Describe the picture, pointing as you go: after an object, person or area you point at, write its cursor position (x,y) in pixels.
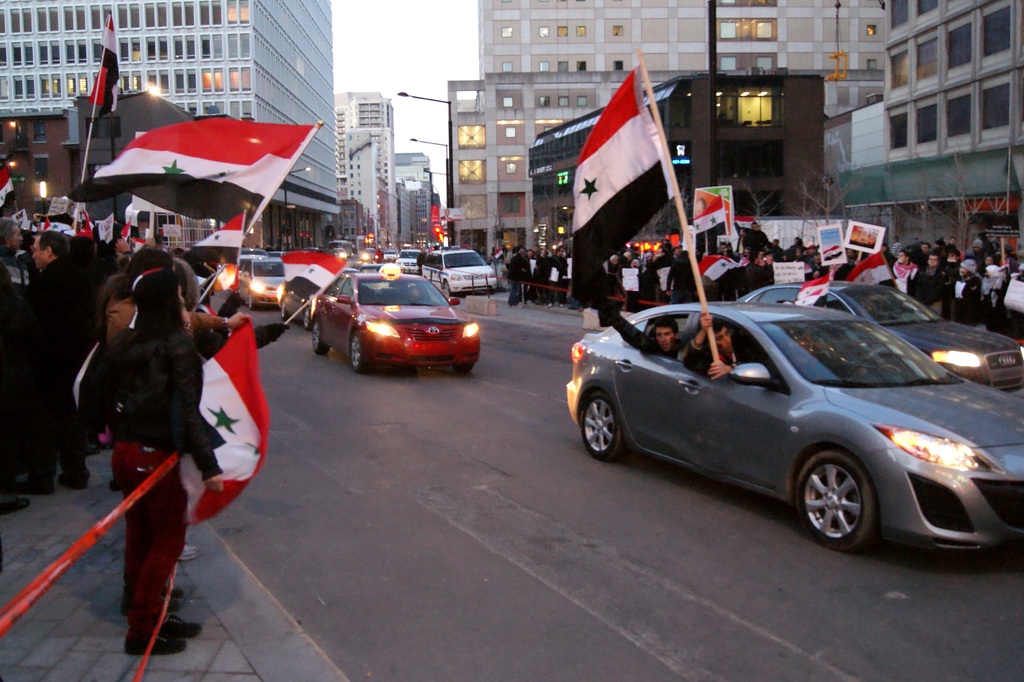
This picture is clicked inside the city (476,306). Here, we see cars (608,362) moving on the road (543,622). On either side of the road (590,655), we see people (160,388) standing on the sidewalks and holding flags (586,186) and boards (727,217) in their hands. These flags (175,156) are in red, white and green color. In the background (311,143), there are many buildings (494,140) and at the top of the picture (385,56), we see the sky (387,45).
